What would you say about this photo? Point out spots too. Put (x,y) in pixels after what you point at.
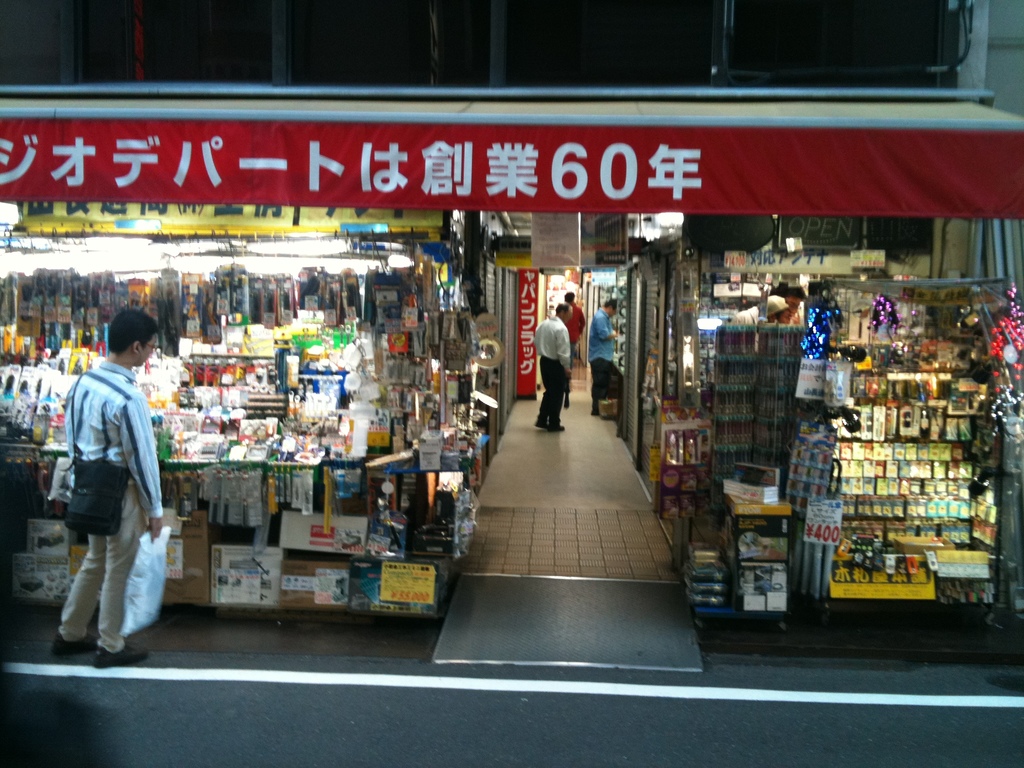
In this image we can see there are stalls (379,315) on the left (229,377) and right side of the image (830,444). On the left side of the image (104,501) there is a person (116,580) standing with cover (153,568) in front of the stall (199,449). In the middle of the stalls (421,366) there are three people (556,375) standing. At the bottom of the image (573,708) there is a road (587,715).
